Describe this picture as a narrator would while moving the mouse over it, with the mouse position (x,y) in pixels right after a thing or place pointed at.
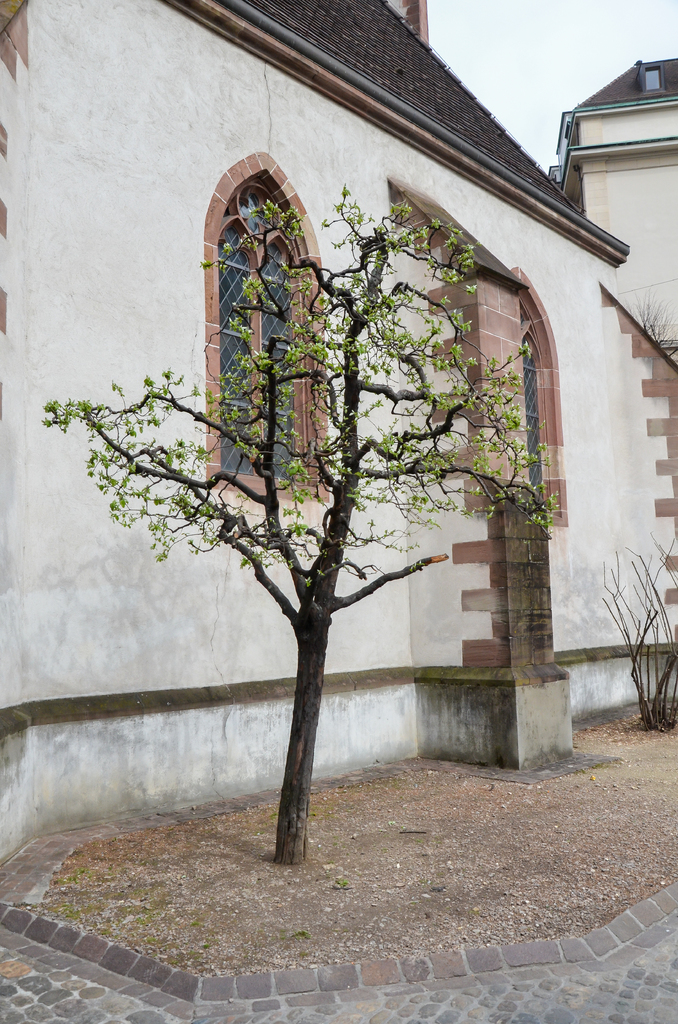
In this image we can see few buildings (574,550). We can see few windows (264,434) in the image. There is a tree (341,508) in the image. There are few plants (657,672) in the image. We can see the sky (565,61) in the image.
